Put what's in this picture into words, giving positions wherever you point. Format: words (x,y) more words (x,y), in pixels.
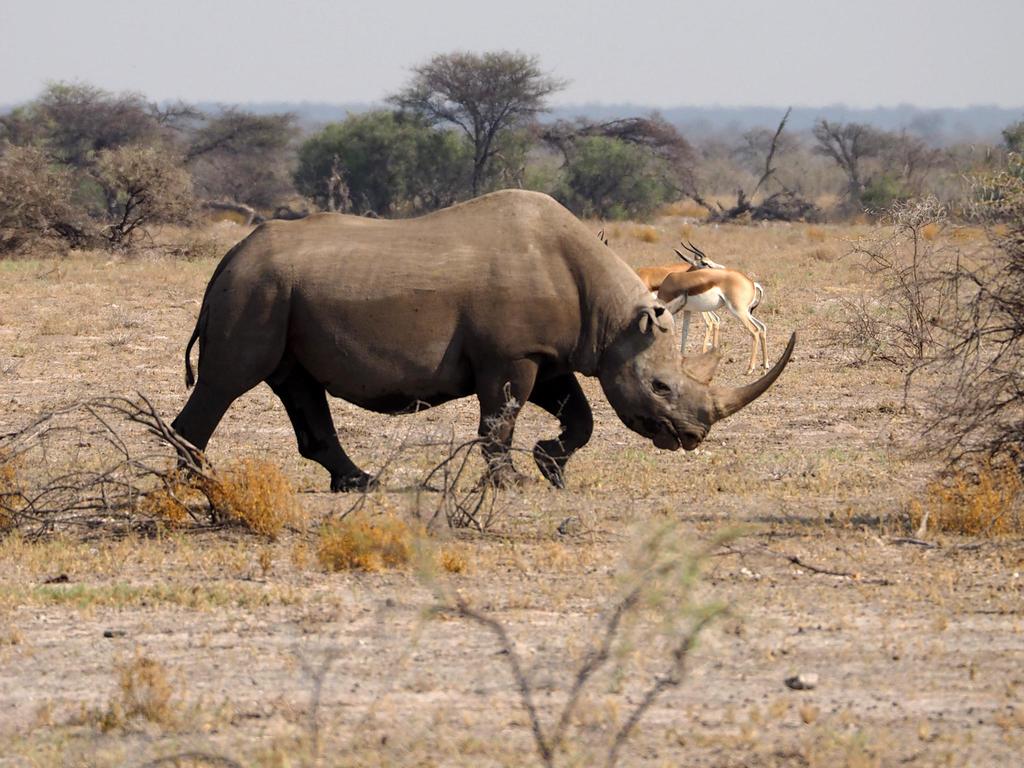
In this image we can see the animals (459,355). Behind the animals (403,238) we can see a group of trees (569,175). In the foreground (452,455) we can see the twigs (912,227). At the top (353,63) we can see the sky (680,92).
